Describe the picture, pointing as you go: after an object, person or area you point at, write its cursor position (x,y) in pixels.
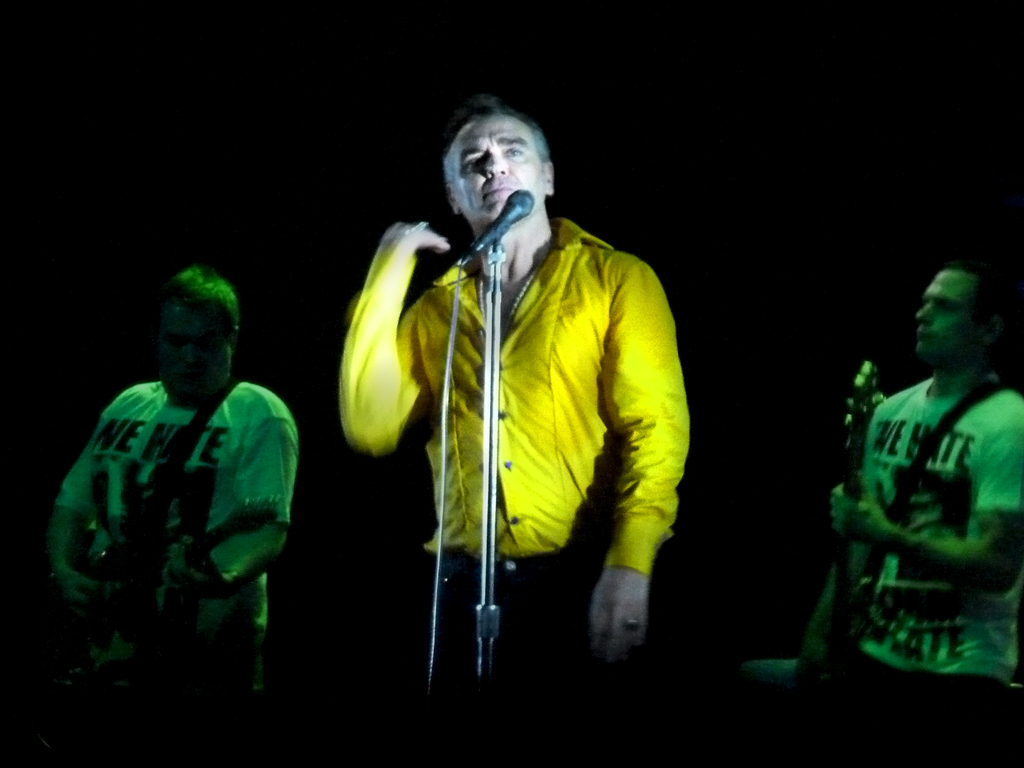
In this picture we can see group of people (499,448), few are playing guitar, in the middle of the image (511,402) we can see a man (534,337), he wore a yellow color shirt (586,379), in front of him we can see a microphone (497,239), and we can find dark background (779,230).
